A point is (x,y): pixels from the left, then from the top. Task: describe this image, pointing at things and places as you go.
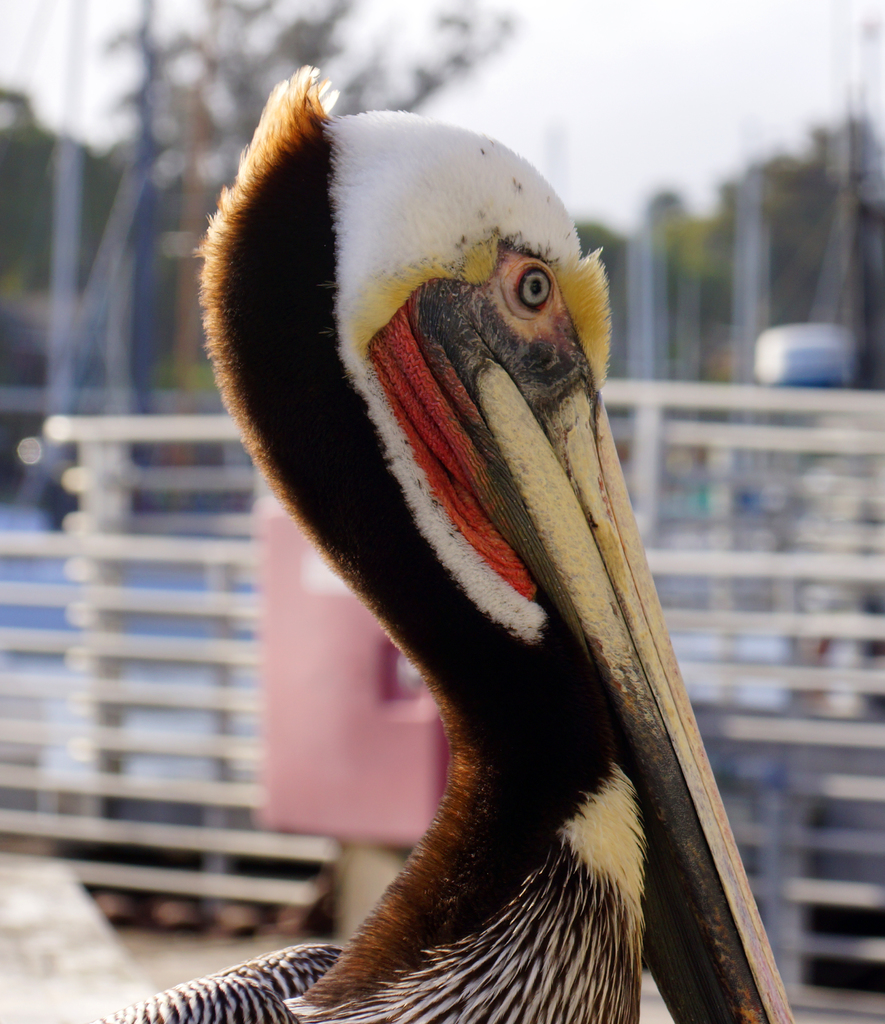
In this image there is a pelican bird (465,873). Behind it there is a railing (164,554). At the top (386,32) there is the sky (369,9). The background (357,12) is blurry.
